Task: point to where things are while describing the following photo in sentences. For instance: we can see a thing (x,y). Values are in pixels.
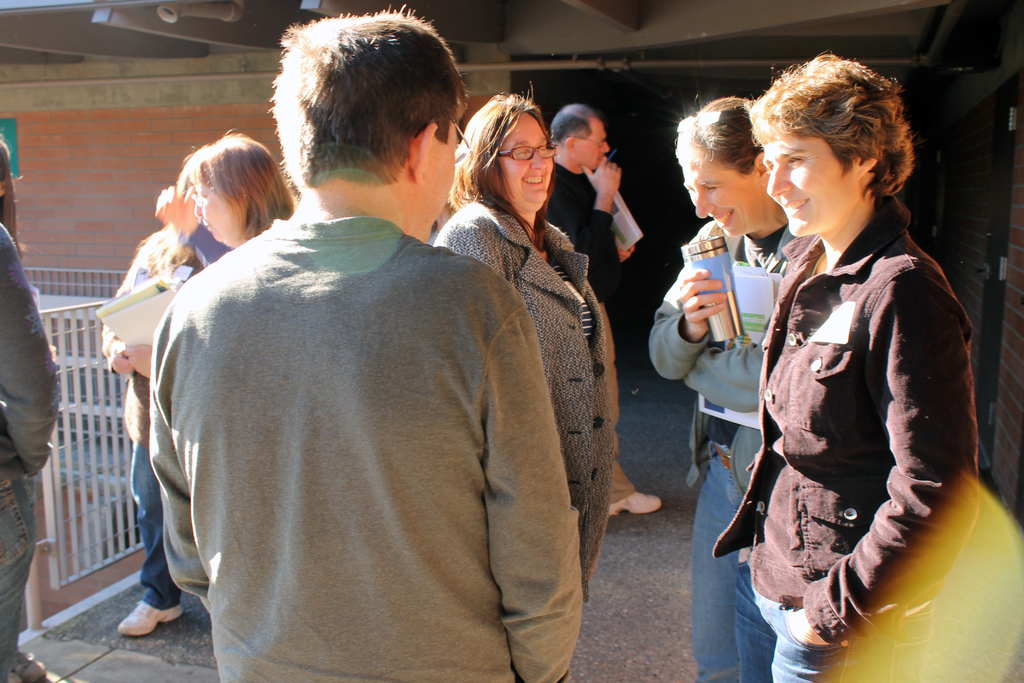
In this image people (618,190) are standing, in the background (173,106) there is a wall (480,77) and entrance (611,101) and a fencing (76,345).
